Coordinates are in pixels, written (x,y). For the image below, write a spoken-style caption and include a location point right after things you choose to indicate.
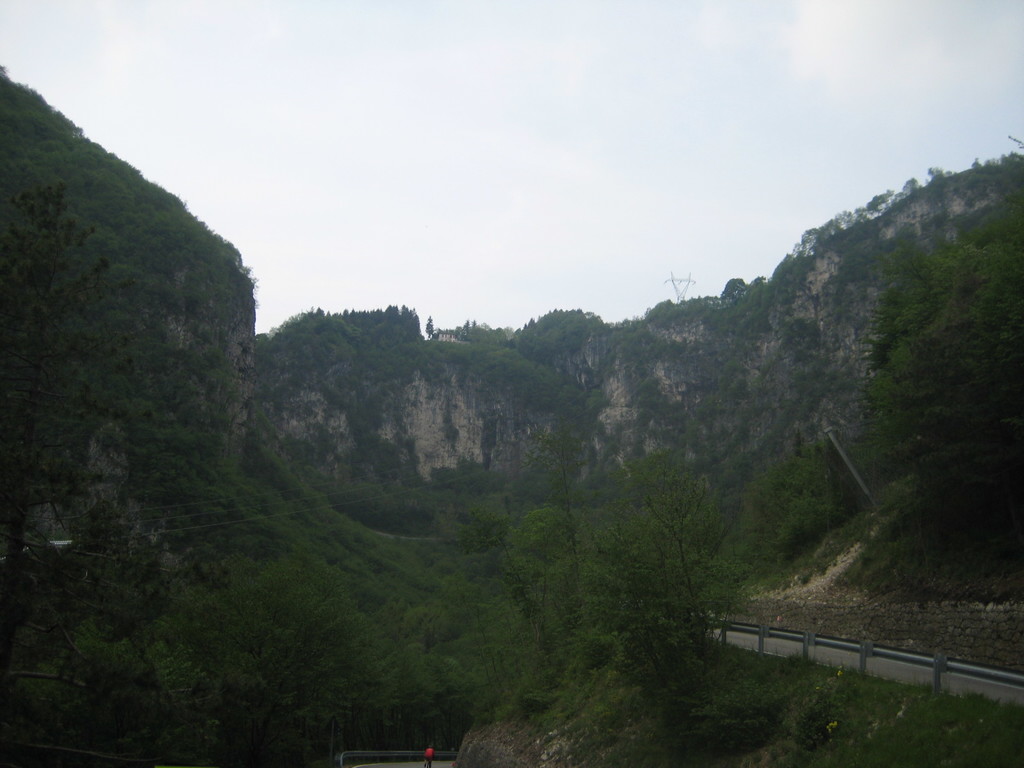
In this image we can see trees (669,612), hill (153,318), wall (984,623) and sky (531,166).
